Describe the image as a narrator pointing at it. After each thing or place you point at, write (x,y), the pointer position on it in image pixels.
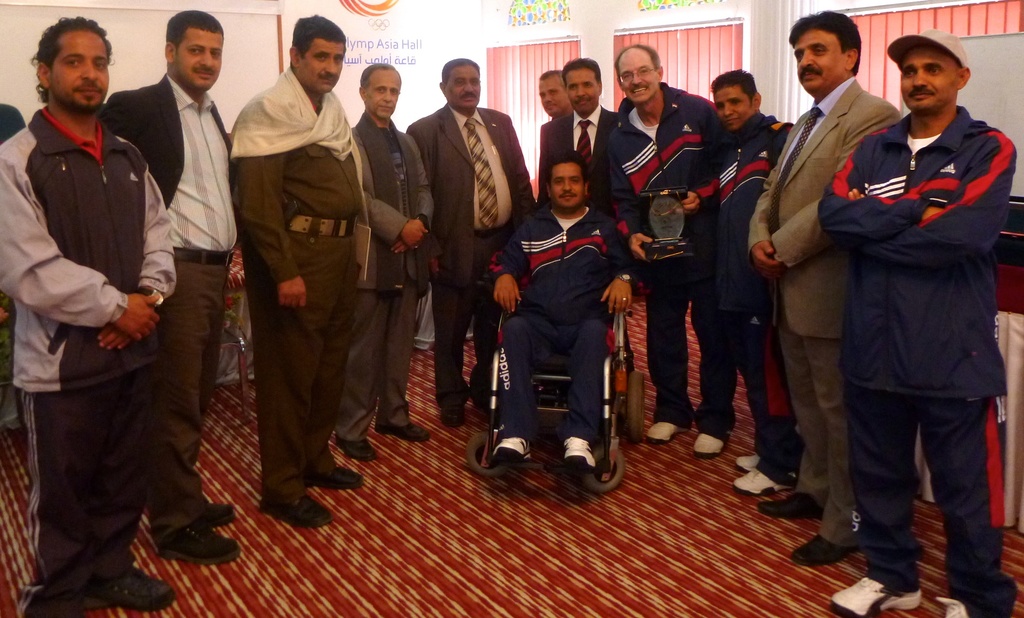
In this image, we can see persons (819,156) standing and wearing clothes (839,202). There is a person (548,309) in the middle of the image (574,257) sitting on the wheelchair (565,465).
